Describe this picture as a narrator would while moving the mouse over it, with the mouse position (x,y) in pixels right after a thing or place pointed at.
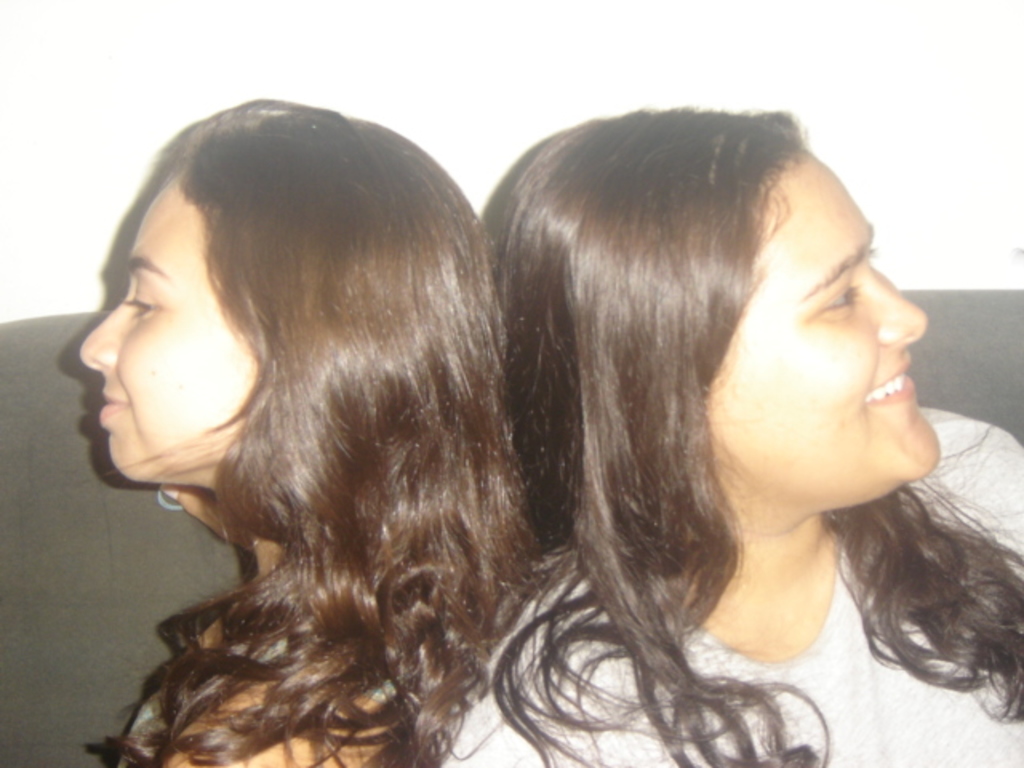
In this image we can see women (394,397) sitting and one of them is smiling.
